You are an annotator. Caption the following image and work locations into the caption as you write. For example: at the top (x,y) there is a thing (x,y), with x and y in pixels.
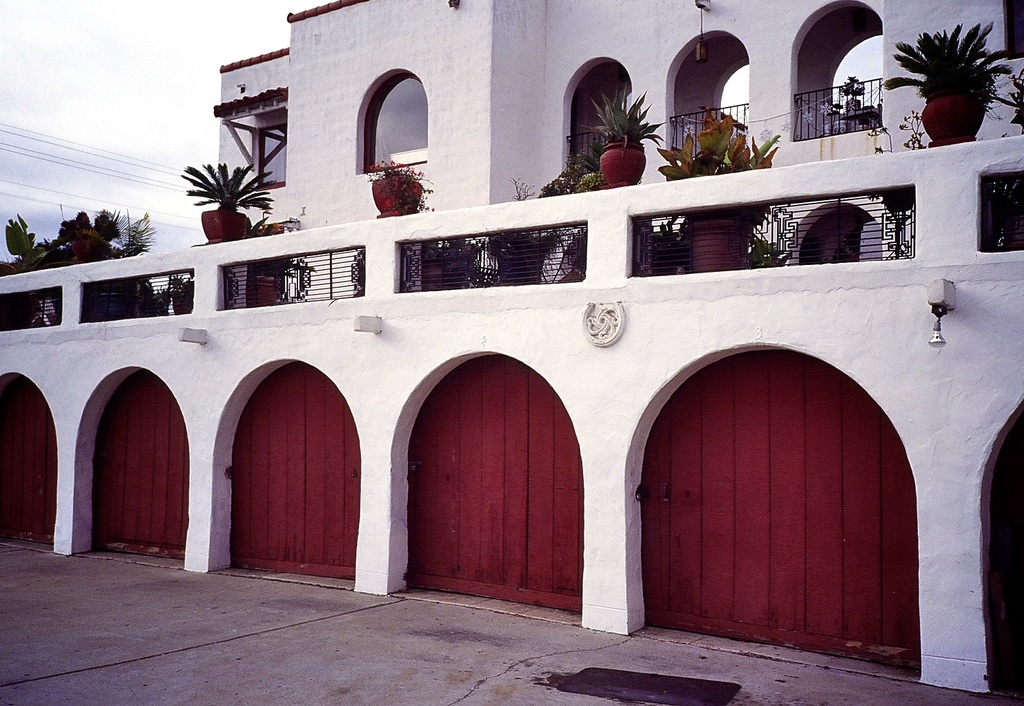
In this picture there is a building (619,214) in the center of the image (466,315) and there are plants (409,176) at the top side of the image (978,71).
